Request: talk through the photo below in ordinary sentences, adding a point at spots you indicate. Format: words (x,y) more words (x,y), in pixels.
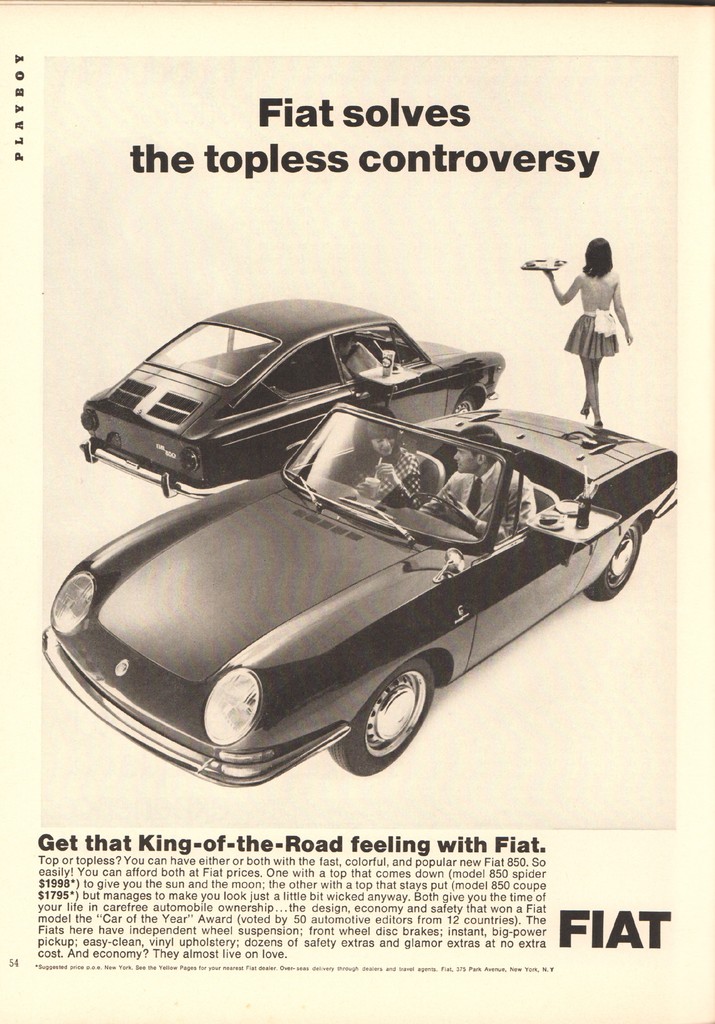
In this image we can see an advertisement (179,732). In the center (315,590) there are cars (348,400) and there are people (374,444) in the cars (346,437). At the top (338,121) and bottom we can see text (342,940).
